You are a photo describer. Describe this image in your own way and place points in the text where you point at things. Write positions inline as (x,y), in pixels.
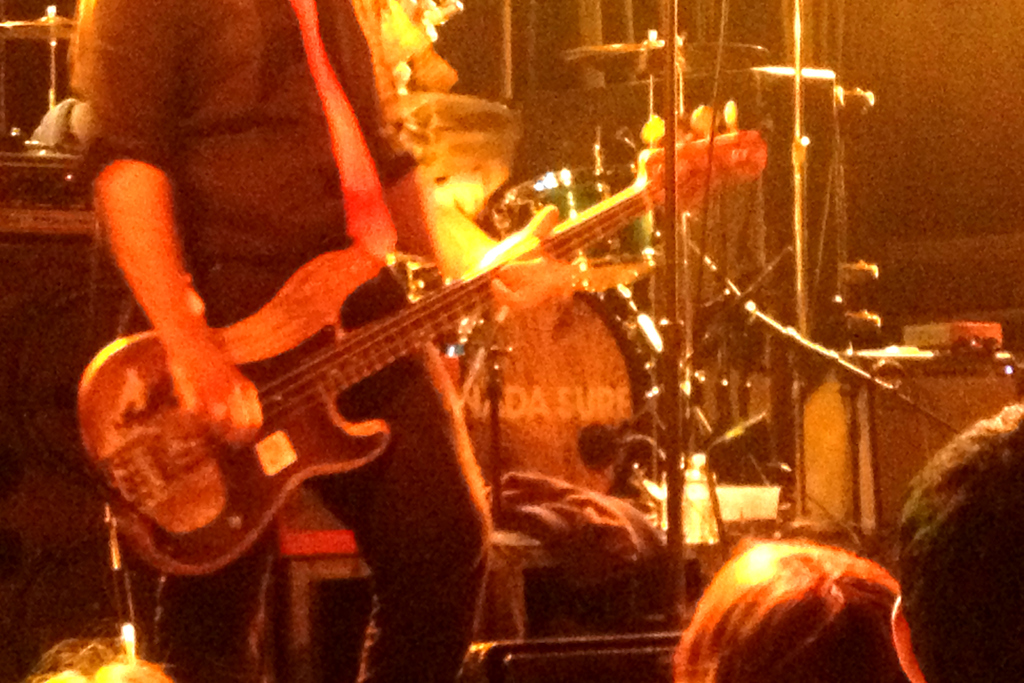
In this image the person (202,413) is holding a guitar (202,432). At the back side (513,208) there are musical instruments (608,449).
